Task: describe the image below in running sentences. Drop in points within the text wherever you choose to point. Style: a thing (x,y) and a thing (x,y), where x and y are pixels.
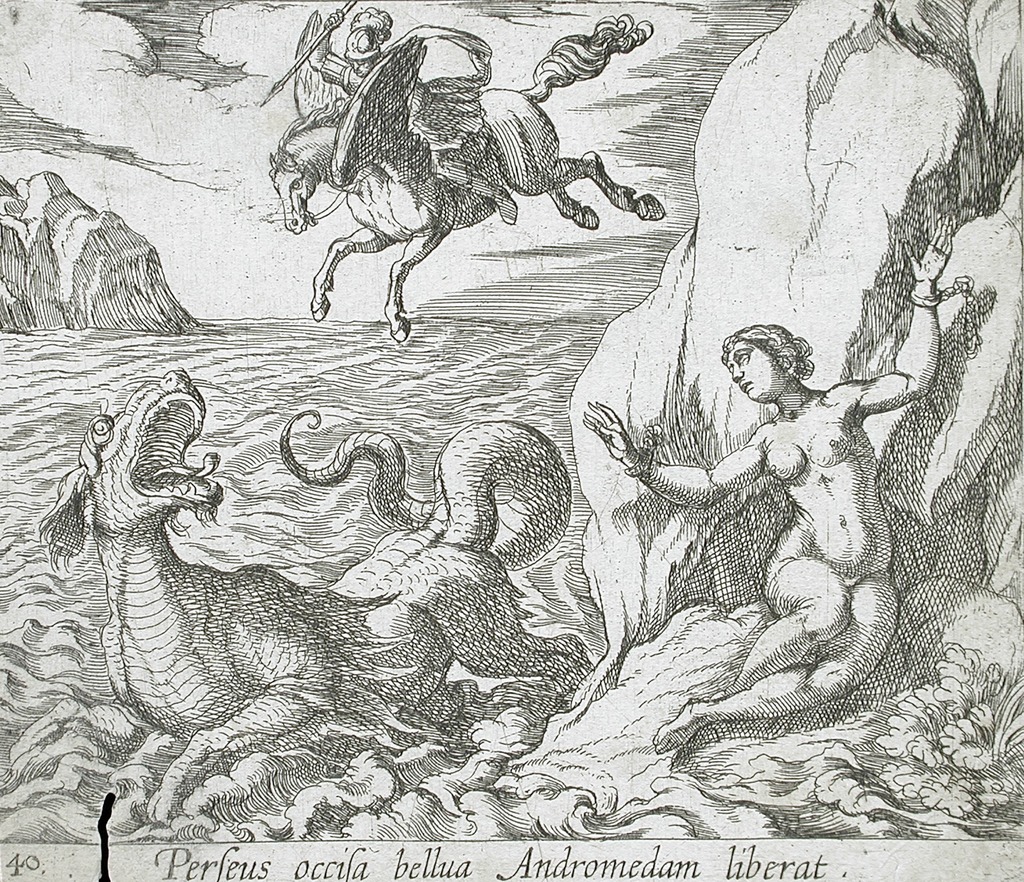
In this image, we can see a sketch. Here we can see a human (770,674) and a person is riding a horse (381,214). Here there is an animal (491,433), rocks (958,576), plants (990,744) and sky (531,209). At the bottom of the image (322,858), we can see some text (574,875).
